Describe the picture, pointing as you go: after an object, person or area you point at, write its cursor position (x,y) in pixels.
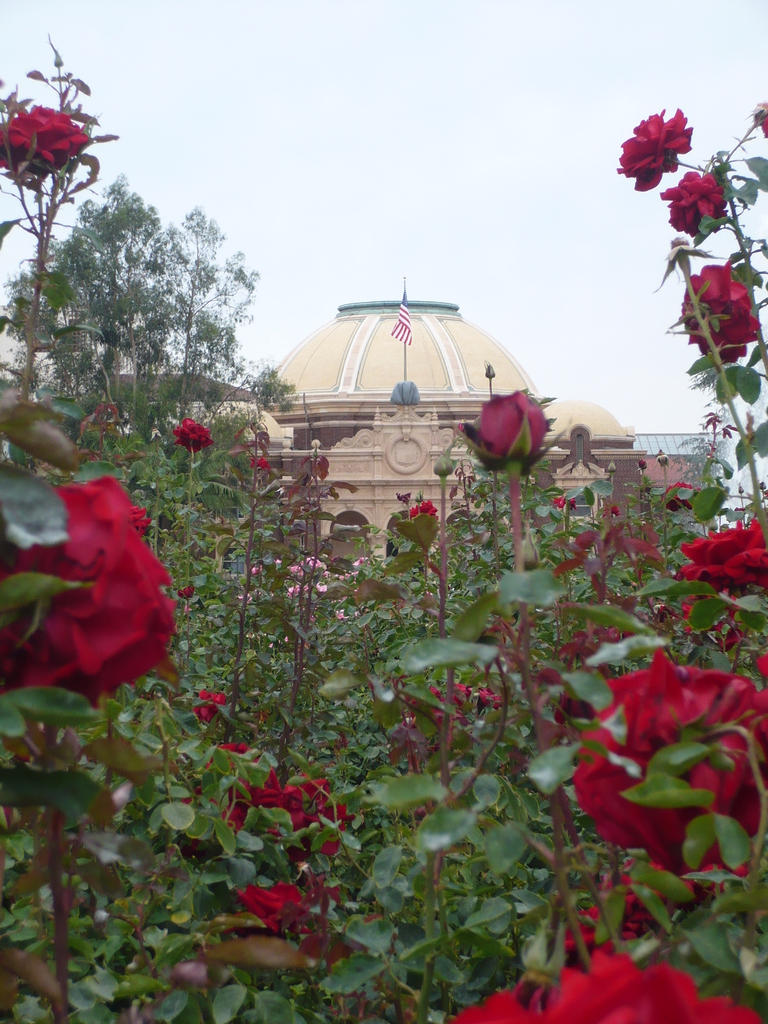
This picture is clicked outside. In the foreground (607,787) we can see the plants (412,750) and red color flowers (614,972). In the center (478,348) there is a building (405,382) and we can see the dome (338,360) and a flag (402,310). In the background (33,94) there is a sky (596,308) and buildings (668,448).
